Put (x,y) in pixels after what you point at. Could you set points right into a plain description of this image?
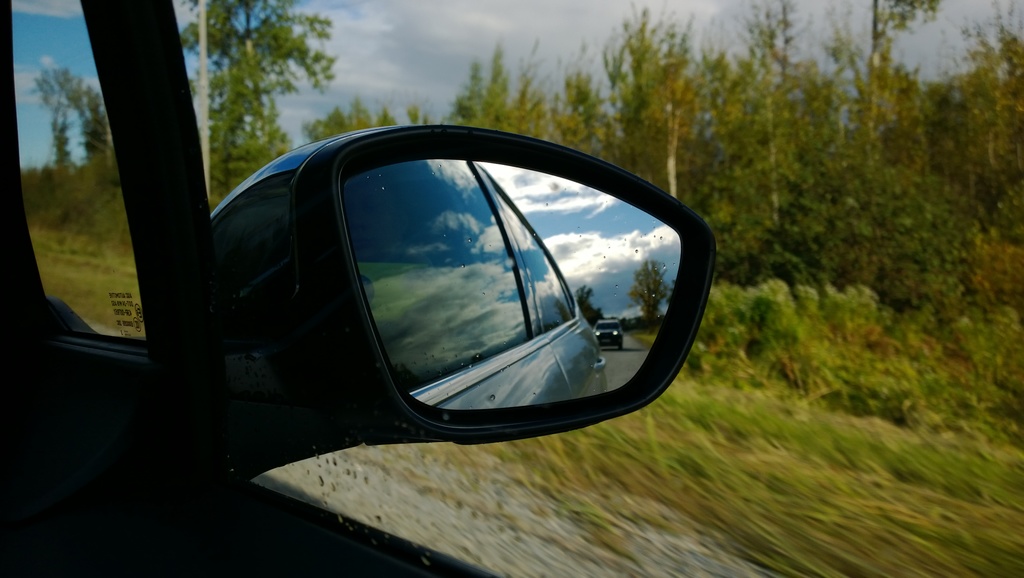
It is a zoomed in picture and in this image we can see the vehicle's mirror (518,231) and in the mirror (586,309) we can see the sky (609,247), trees (658,285) and also the car (606,329) on the road (608,358). Image also consists of trees (811,108). There is sky (339,65) with the clouds (463,26).
